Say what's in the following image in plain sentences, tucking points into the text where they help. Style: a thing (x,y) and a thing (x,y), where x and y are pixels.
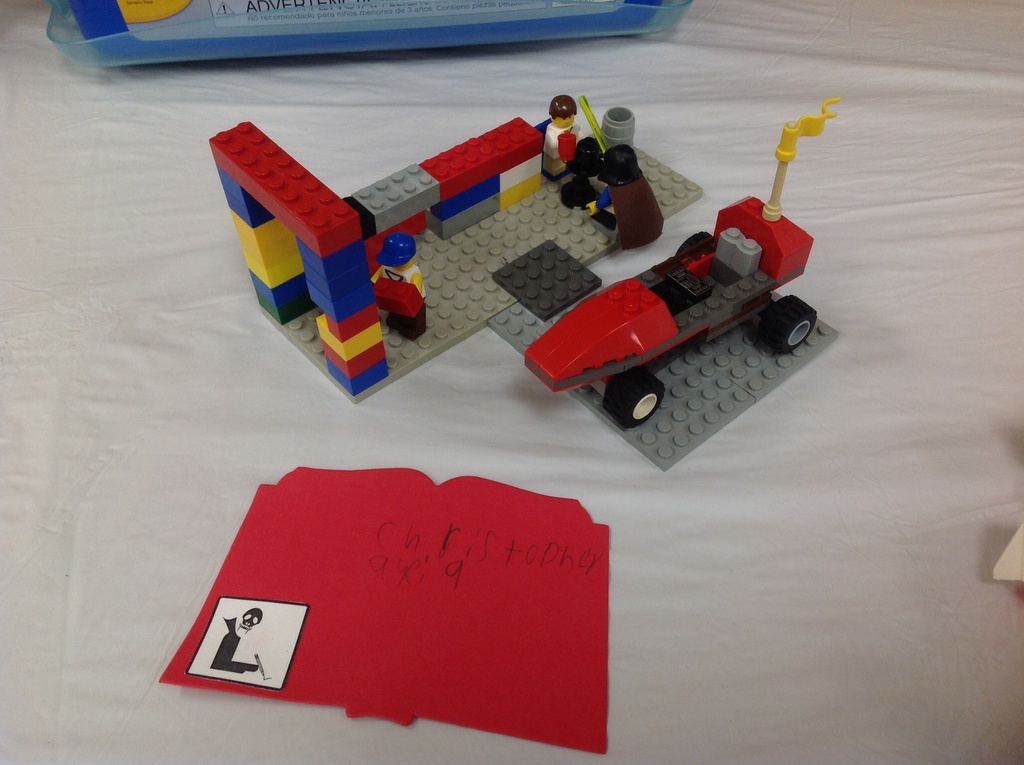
In the middle of the image (530,269) there are few toys (453,198) and there is a book (413,615) with a text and an image (257,644) on the surface (127,356). In the background (187,20) there is an object (509,30). At the bottom of the image (808,647) there is a cloth (77,488) which is white in color.
